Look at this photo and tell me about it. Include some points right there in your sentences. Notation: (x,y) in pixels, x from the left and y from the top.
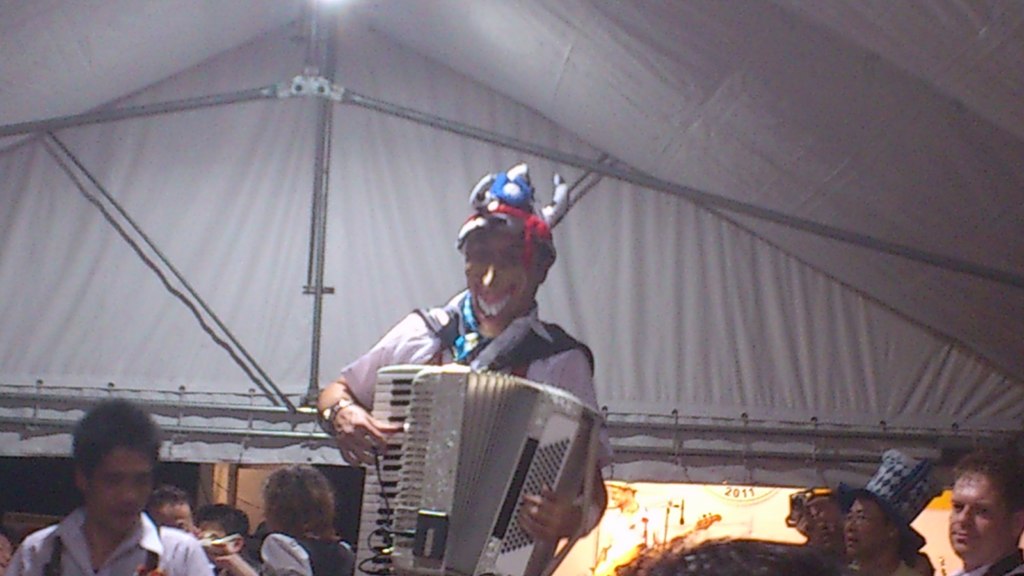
In this image, there is a person (518,331) wearing clothes (520,348) and playing a musical instrument (448,486). There are some persons (282,546) in the bottom left (139,538) and in the bottom right of the image (774,556).
